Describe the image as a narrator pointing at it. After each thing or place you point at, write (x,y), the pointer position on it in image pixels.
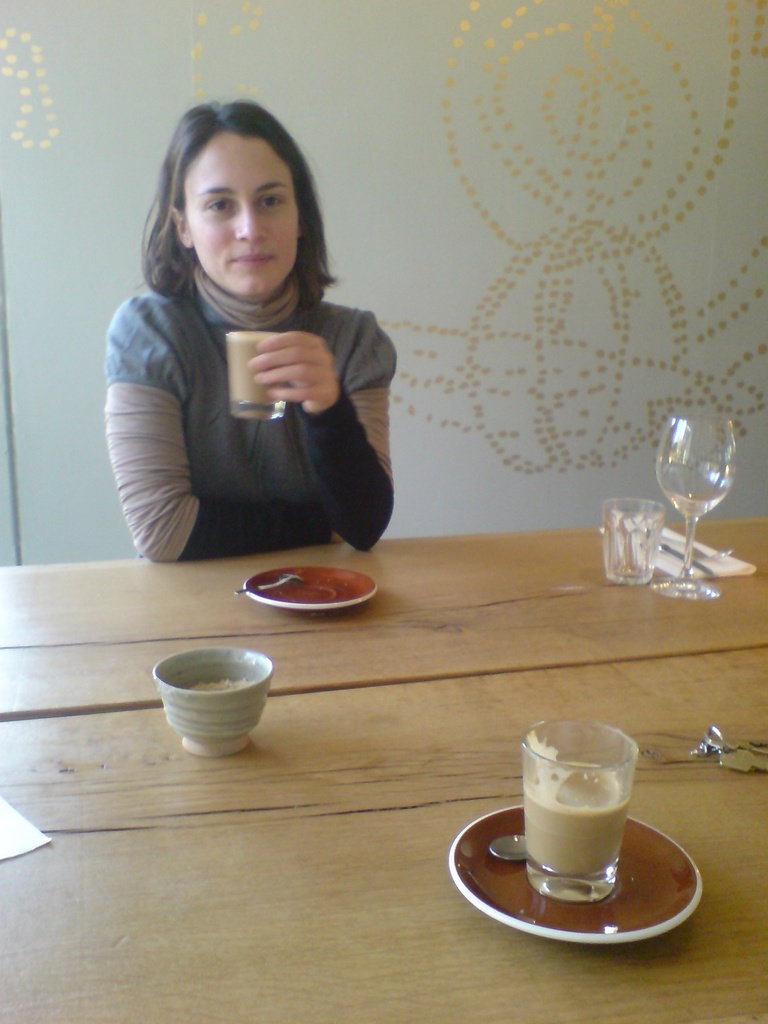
In this picture we can see a women (264,361) holding a glass (246,383) who is in front of a table (383,785), a table (592,993) consists of empty glass (698,505) and cup (609,859) of drink (585,846) with saucer (584,935), in the background (454,320) we can see a wall (352,47).
